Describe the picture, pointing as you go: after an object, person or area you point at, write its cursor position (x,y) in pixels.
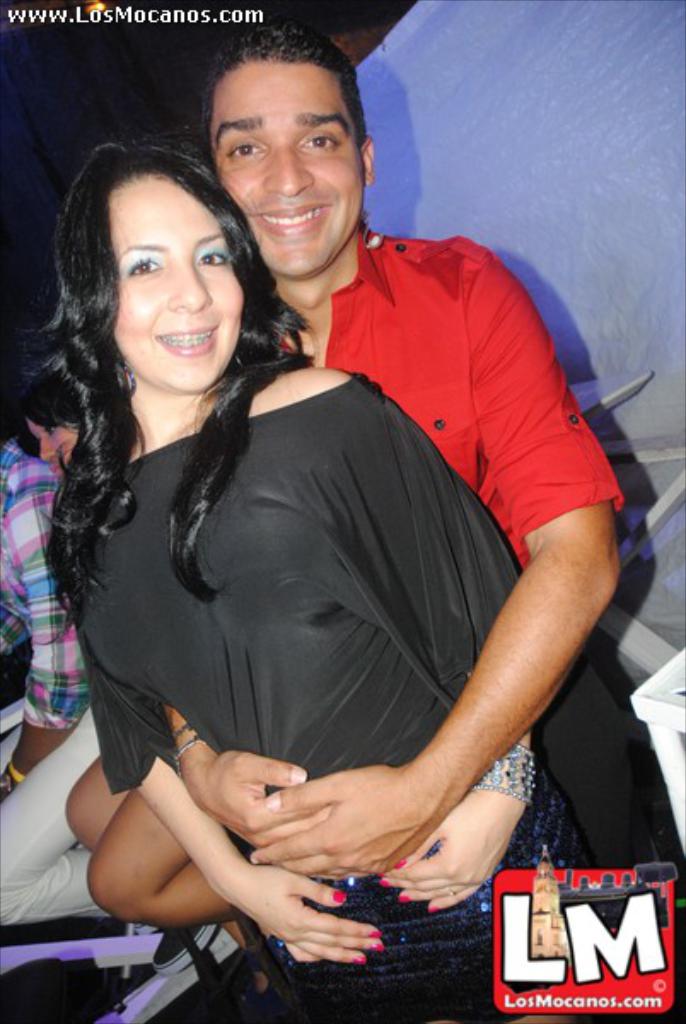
As we can see in the image there are few people (297,327). The woman (89,310) over here is wearing black color dress (285,634) and the man (420,368) is wearing red color dress (533,434).
